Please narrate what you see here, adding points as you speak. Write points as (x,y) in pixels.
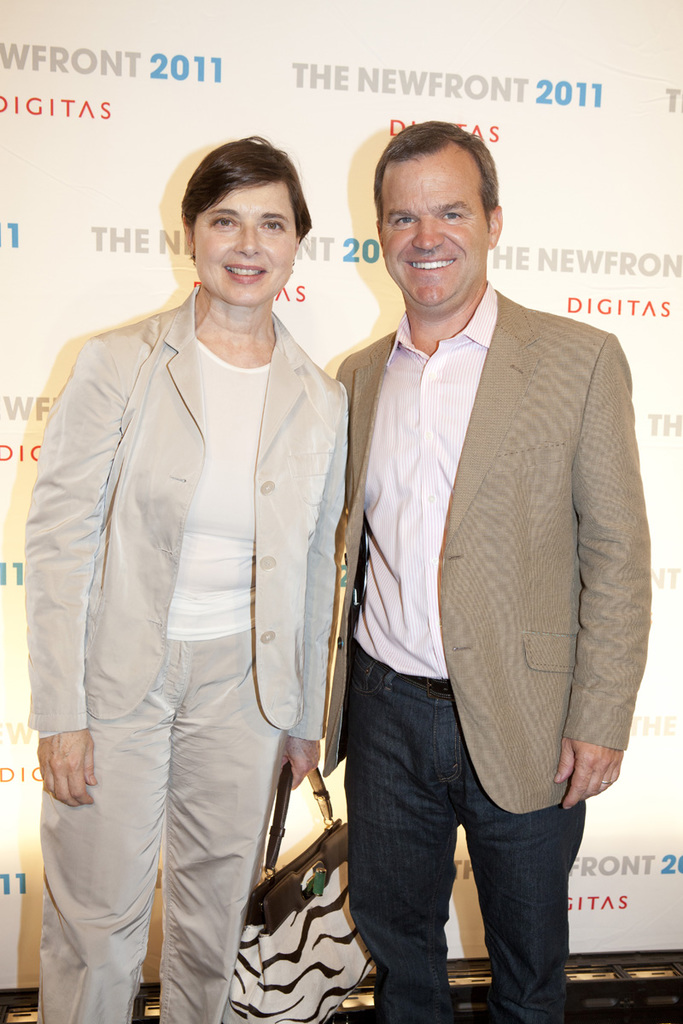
In the image we can see two persons (431,438) were standing. On the left (218,555) there is a lady (199,524) she is smiling and on the right (486,513) the man (496,536) he is also smiling. And the lady (275,617) she is holding one hand bag (275,962).
